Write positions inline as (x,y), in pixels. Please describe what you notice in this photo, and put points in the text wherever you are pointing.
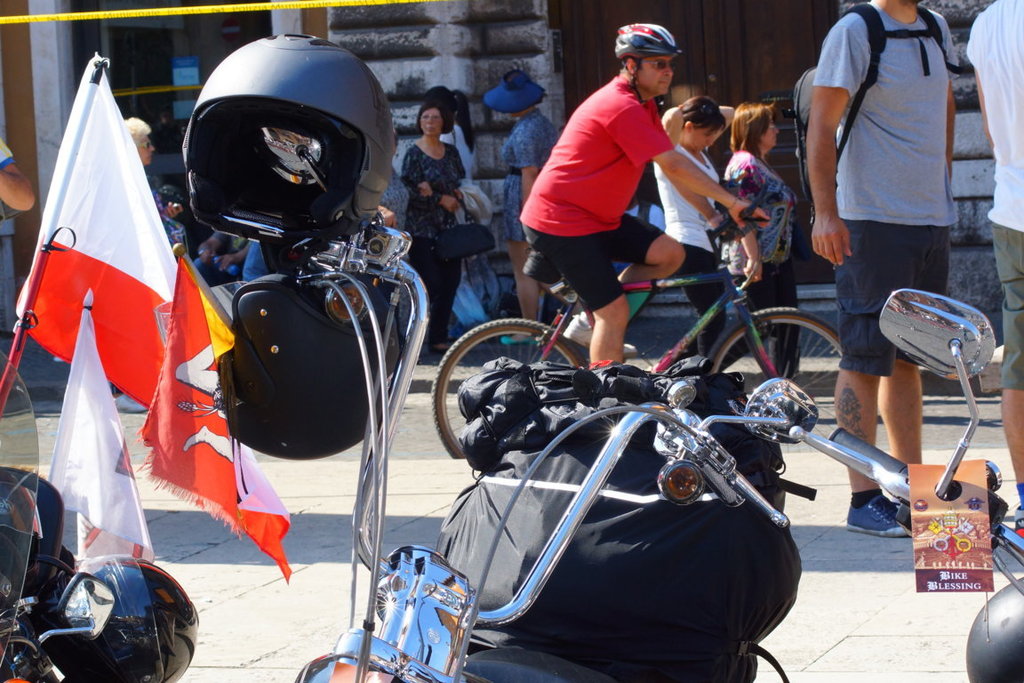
In this image I can see few motorcycles (562,666), few helmets (343,390), few flags (151,476) and a black colour bag (580,454) over here. In the background (599,345) I can see people (223,272) where one is sitting on a cycle (520,322) and rest all are standing. Here I can see he is wearing shades (664,67) and a helmet (637,44).
